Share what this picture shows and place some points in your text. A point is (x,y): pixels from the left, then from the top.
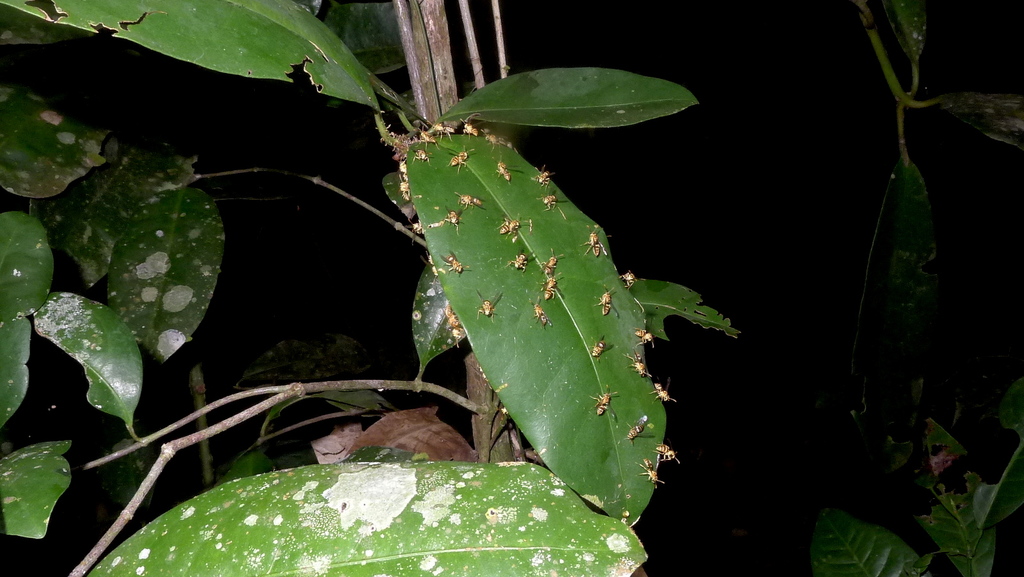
In this image we can see a tree (416,533) with leaves (459,492). There are insects (467,156) on the leaf (566,370). In the background (762,117) it is dark.
